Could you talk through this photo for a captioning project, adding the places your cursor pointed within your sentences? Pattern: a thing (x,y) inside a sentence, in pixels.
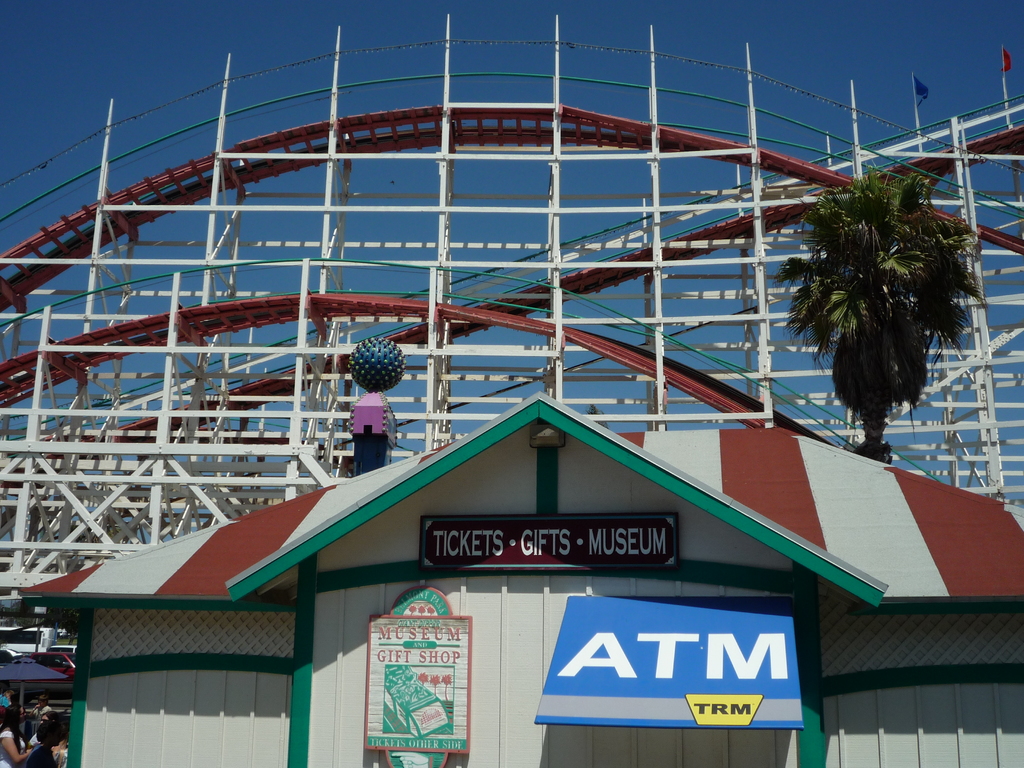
In this image we can see a building (166,649) with some sign boards (635,631). In the center of the image (387,356) we can see some metal poles (40,364) and a ball (372,390) placed on the surface (380,434). In the right side of the image (934,289) we can see a tree (914,216) and some flags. On the left side of the image (55,664) we can see some vehicles (67,661) parked on the ground (64,701) and some people (18,719) standing on the ground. At the top of the image (277,84) we can see the sky (279,66).
